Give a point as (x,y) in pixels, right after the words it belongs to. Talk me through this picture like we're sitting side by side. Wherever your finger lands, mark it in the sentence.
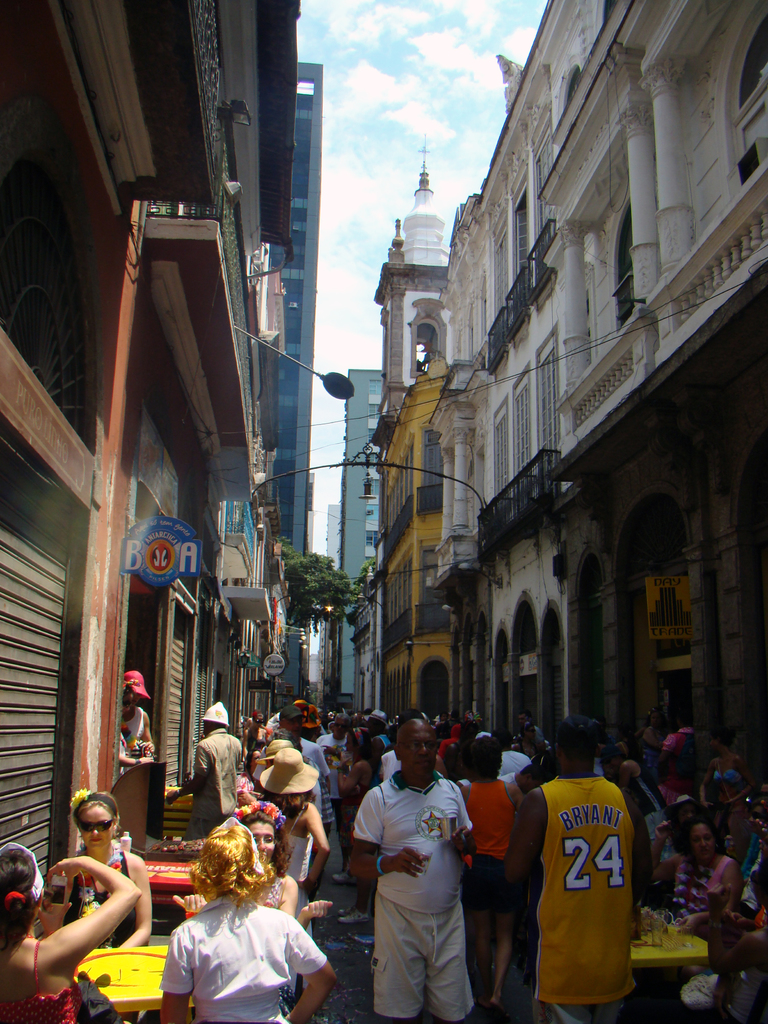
In the picture I can see a group of people (378,886) among them some are sitting and some are walking on the ground (369,963). In the background (316,638) I can see buildings (235,670), wires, the sky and some other things (339,627).
